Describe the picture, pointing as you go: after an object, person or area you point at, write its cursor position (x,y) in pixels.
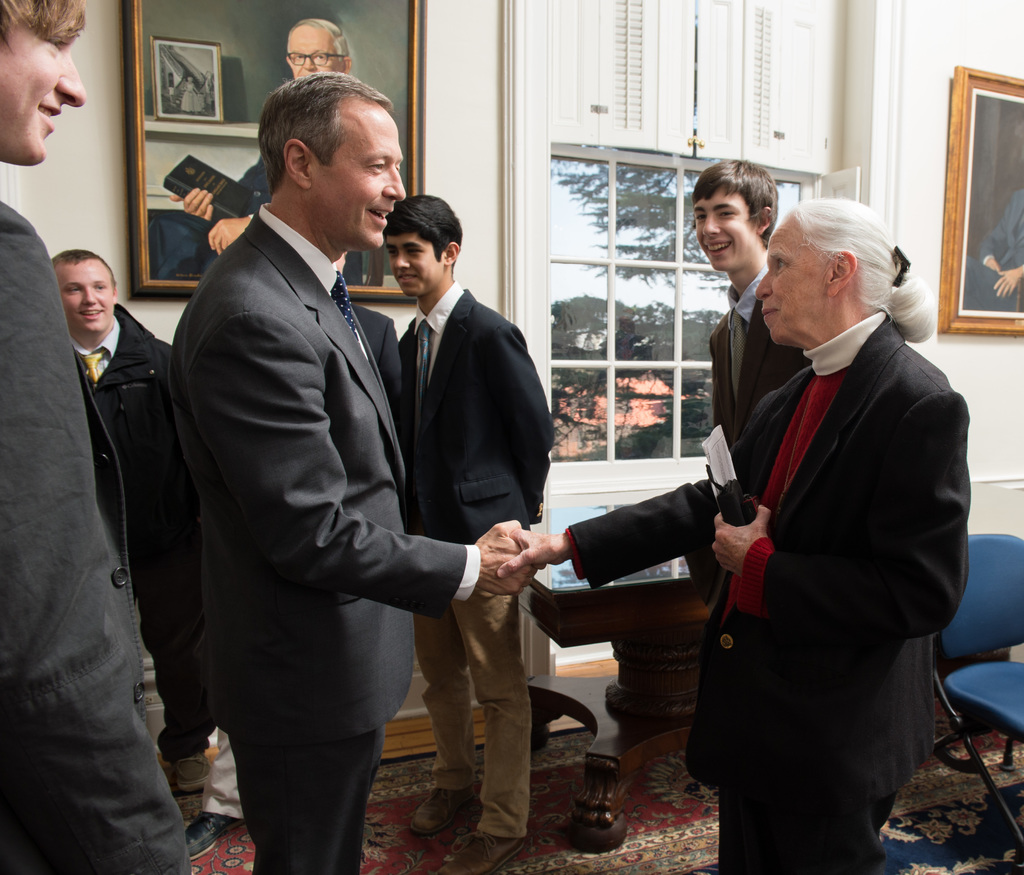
In this image we can see people (211,646) standing on the floor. In the background (279,80) we can see photo frames (211,75) attached to the walls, shutters (602,123), window (600,196), trees (618,224), sky (585,268), chairs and carpet (542,798) on the floor (388,823).
